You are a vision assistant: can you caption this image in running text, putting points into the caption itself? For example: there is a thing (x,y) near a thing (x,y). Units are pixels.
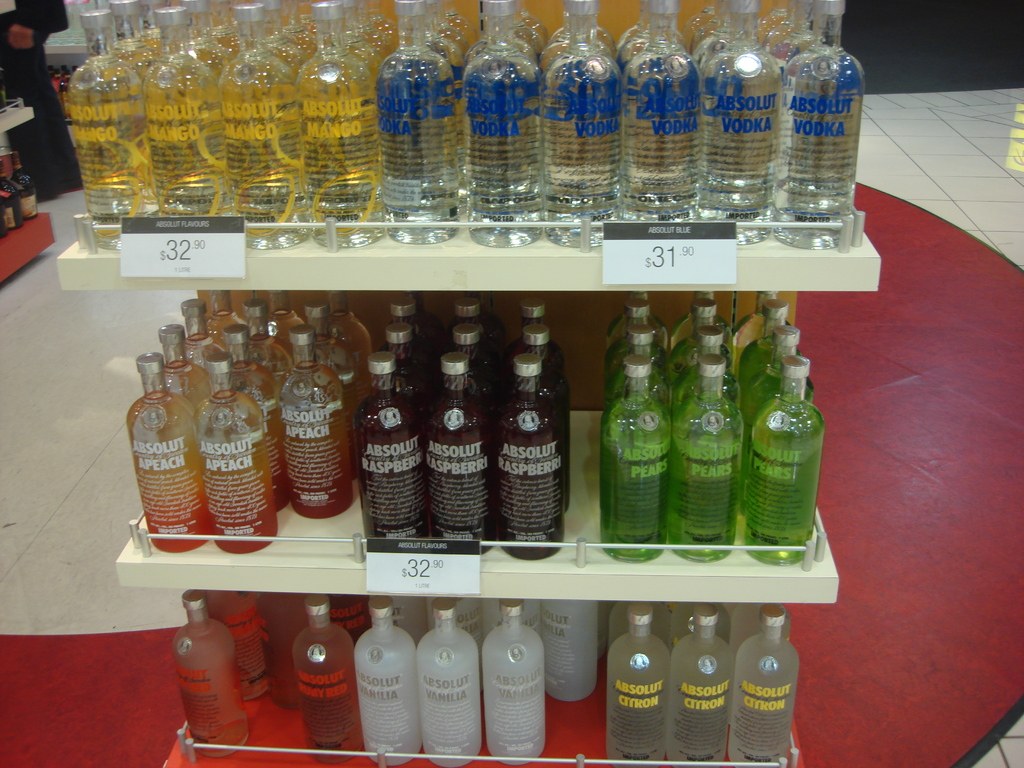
This picture shows a bunch of vodka bottles (670,3) in the Shelf (71,285).
